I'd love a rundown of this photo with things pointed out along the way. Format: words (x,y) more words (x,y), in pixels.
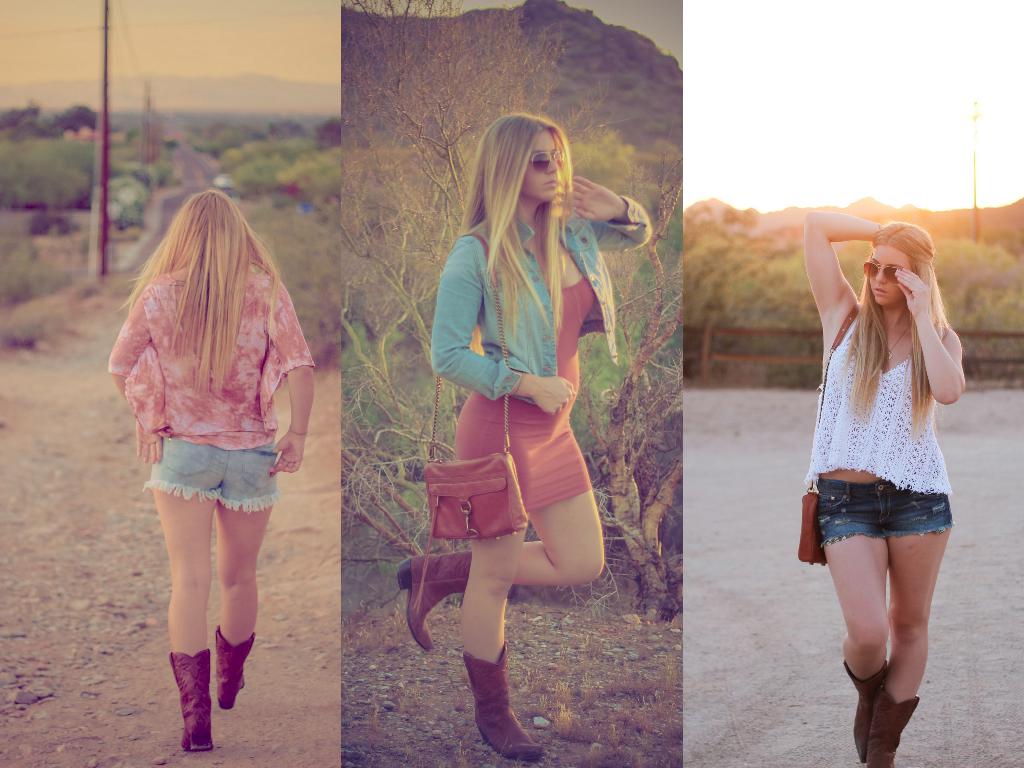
In the left side of the image (125,303) we can see a lady (184,319) showing her back (256,404) and walking away. In the center of the image (516,320) the lady (526,239) wearing jean jacket (451,337) is holding a handbag (437,516). In the background (505,68) we can see few trees (486,101) and mountains (564,62). In the right side of the image (858,437) we can see a woman (830,424) wearing white top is holding a glasses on her face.
